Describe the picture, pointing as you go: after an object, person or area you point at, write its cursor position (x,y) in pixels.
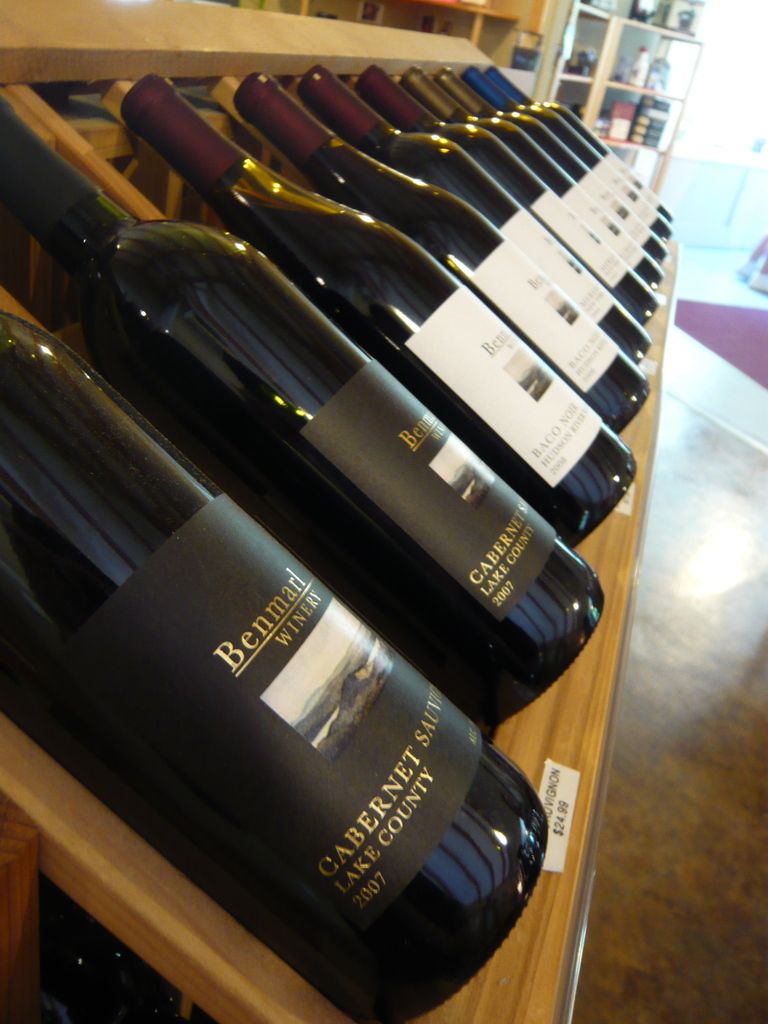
In this image I can see few bottles (24,590) on the wooden surface (88,847), background (635,95) I can see few bottles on the wooden rack (595,90).
